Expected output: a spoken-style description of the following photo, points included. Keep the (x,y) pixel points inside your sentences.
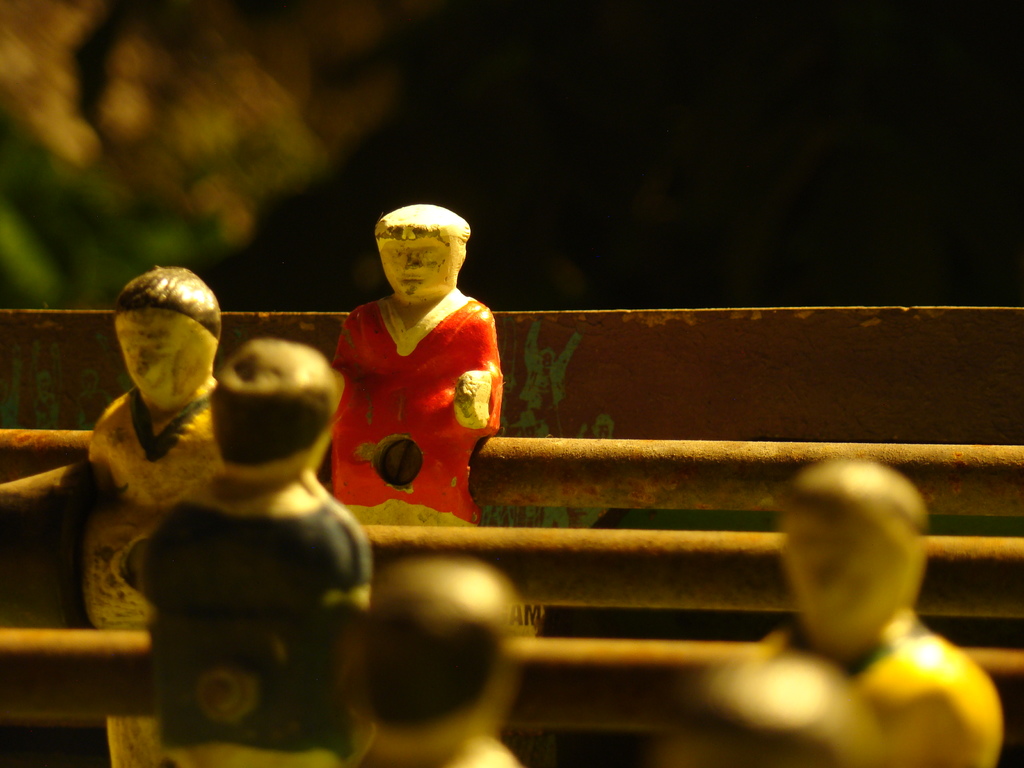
In this image we can see toys (471,715).
